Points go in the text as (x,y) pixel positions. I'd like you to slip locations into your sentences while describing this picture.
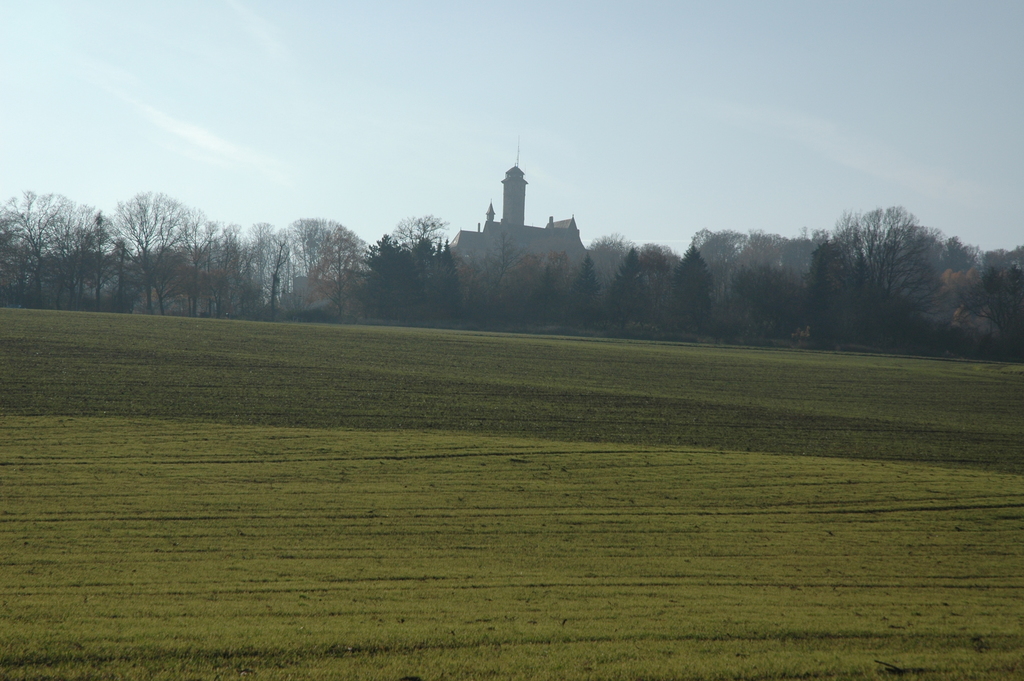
In this image there are trees (582,292) and we can see buildings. At the bottom (260,478) there is grass (298,472). In the background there is sky (261,111).
